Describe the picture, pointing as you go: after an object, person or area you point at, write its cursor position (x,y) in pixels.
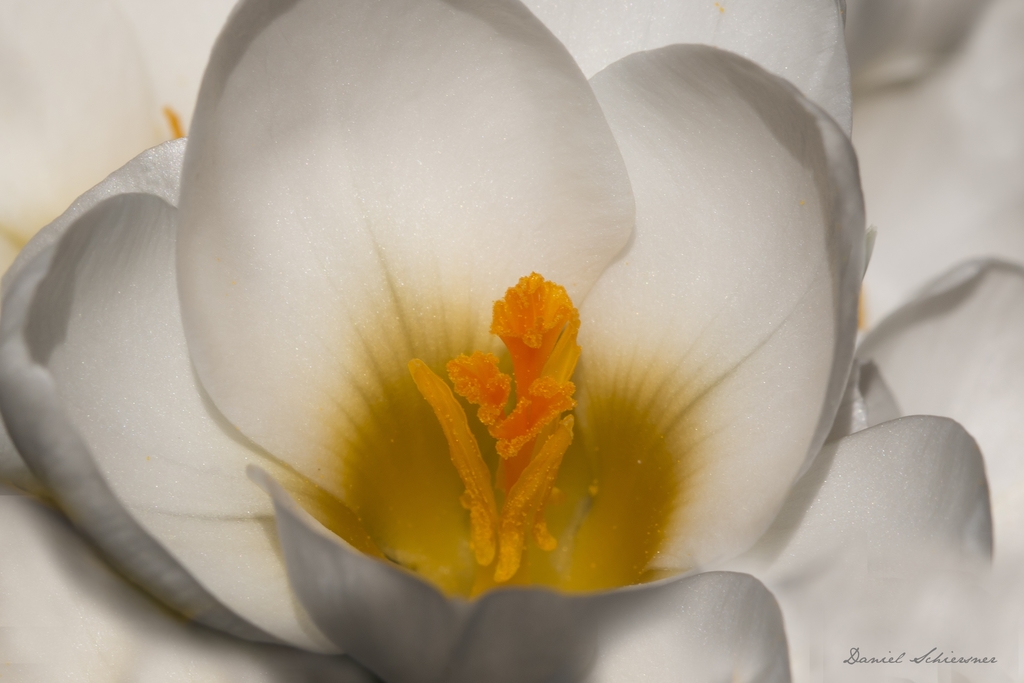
In this picture I can see white color flowers (399,359). On the bottom right of the image (969,665) I can see something written on it.
